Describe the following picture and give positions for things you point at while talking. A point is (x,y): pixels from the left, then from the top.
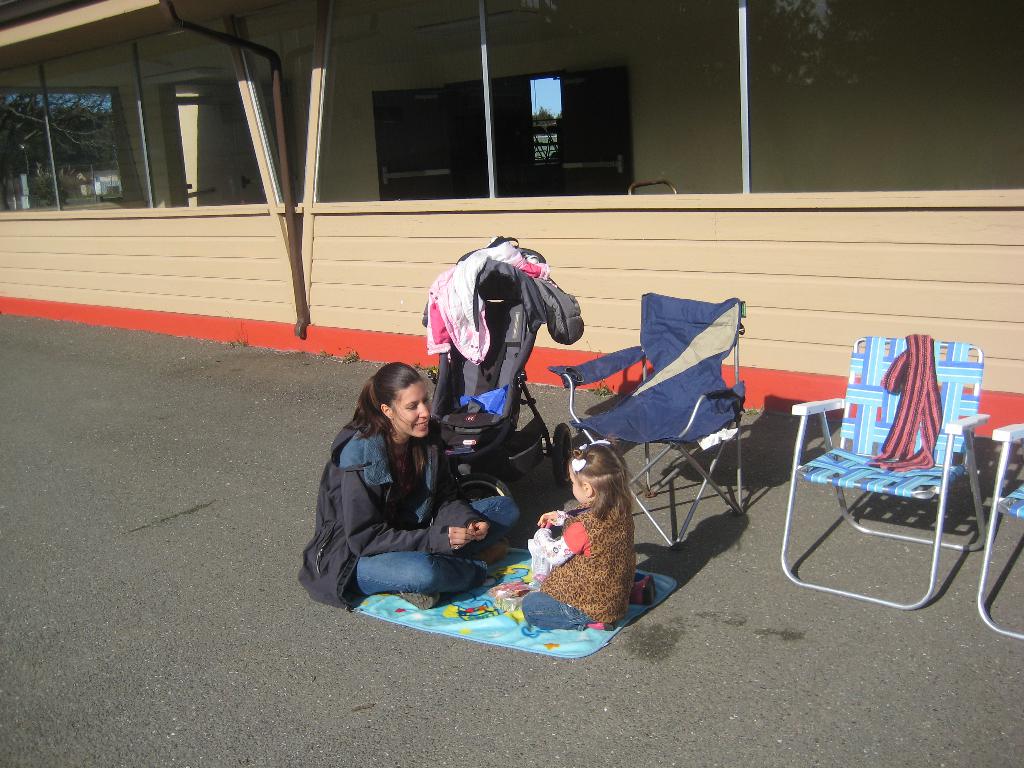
In the image we can see there are people (439,534) who are sitting on road (651,636) and they had spread the cloth (500,614) and they are sitting over it. There are chairs (698,397) and there is a buggy (531,339) on which there is a jacket (467,299) kept and beside there is a building (462,206).
